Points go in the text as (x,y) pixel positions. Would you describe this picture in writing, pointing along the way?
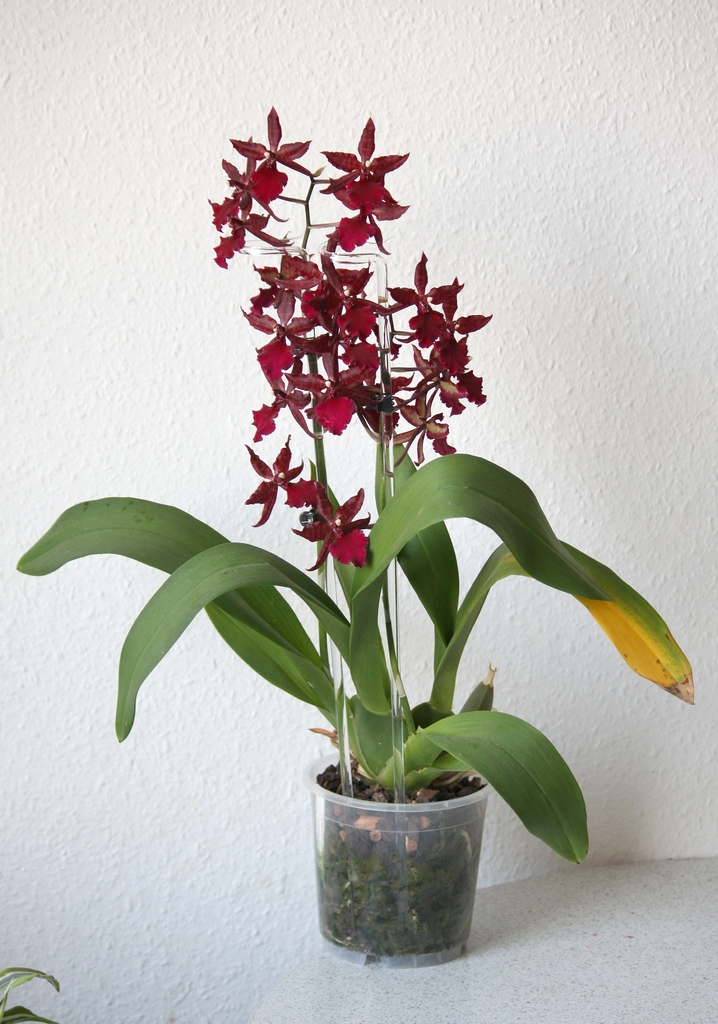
In this image there are flower pots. In the background of the image (381,92) there is a wall (625,267).
